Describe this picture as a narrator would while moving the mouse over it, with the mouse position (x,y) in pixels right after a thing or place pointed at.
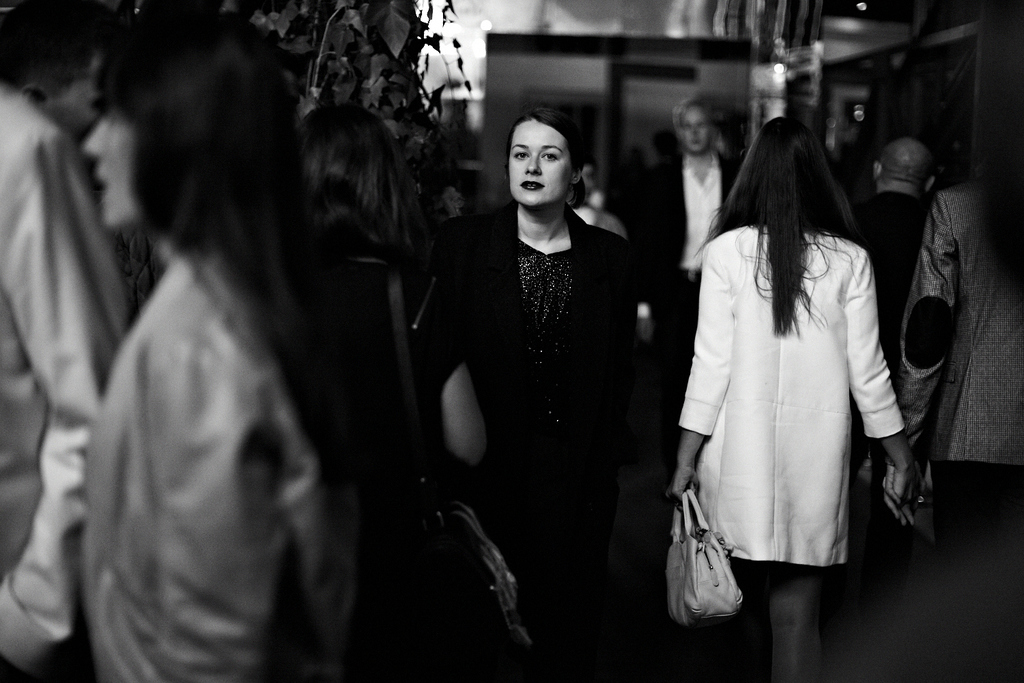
In this image I can see a woman (445,240) standing in the center of the image (432,338). I can see some other people (689,332) beside her, some of them are facing towards the back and I can see a tree (356,67) behind her. I can see buildings (745,39) at the top of the image (956,89).
